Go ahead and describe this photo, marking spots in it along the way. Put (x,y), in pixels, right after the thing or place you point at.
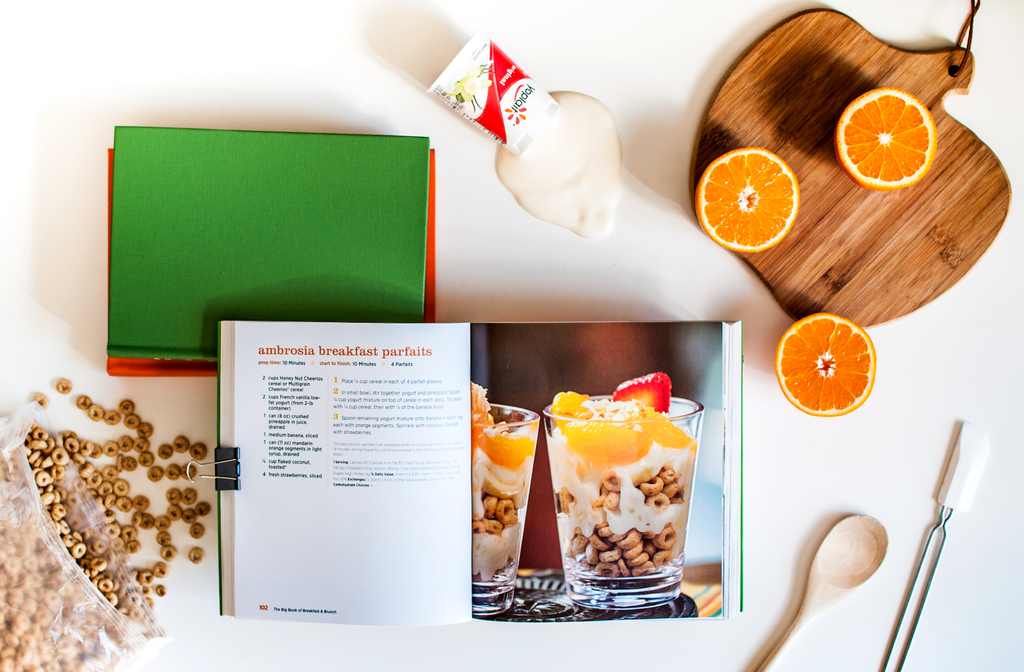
This is the picture where we have some things (167,318) placed on it like spoon (809,598) and a fruit (916,170) on the wooden board (897,203), papers (539,385) and a book (547,467) and the seeds (88,570) in the cover (69,601) and milk pack (515,134).
